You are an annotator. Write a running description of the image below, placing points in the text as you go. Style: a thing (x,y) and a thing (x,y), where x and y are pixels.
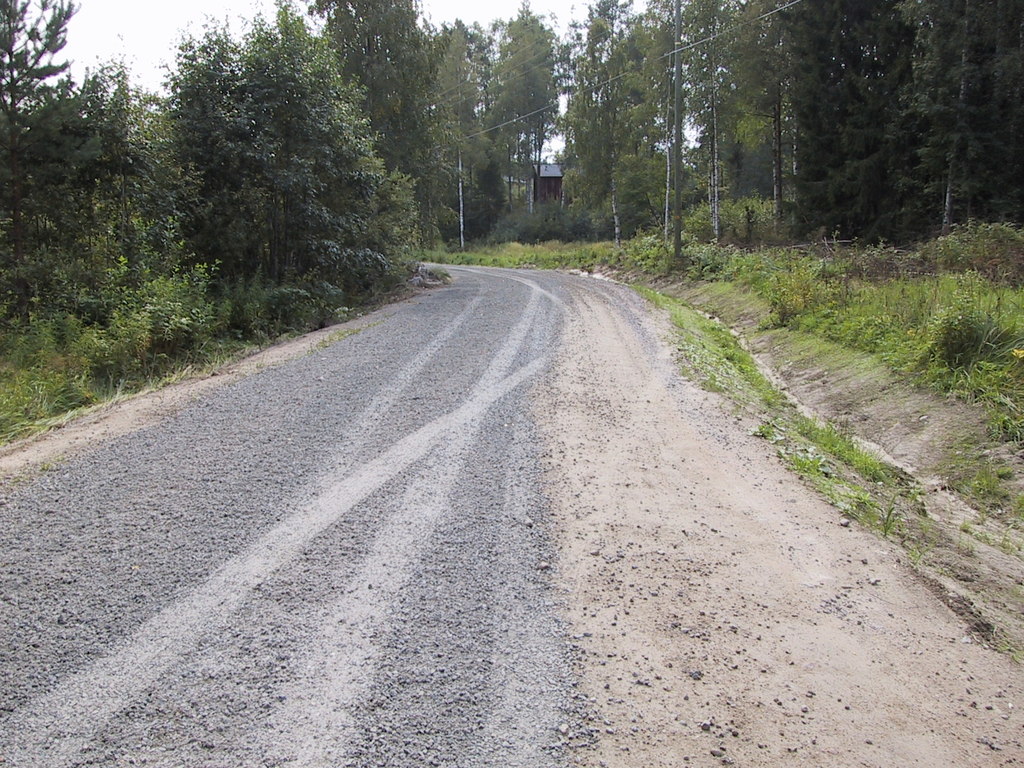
In this image we can see trees (390,135), road (657,373), grass (944,343) and sky (121,33).
